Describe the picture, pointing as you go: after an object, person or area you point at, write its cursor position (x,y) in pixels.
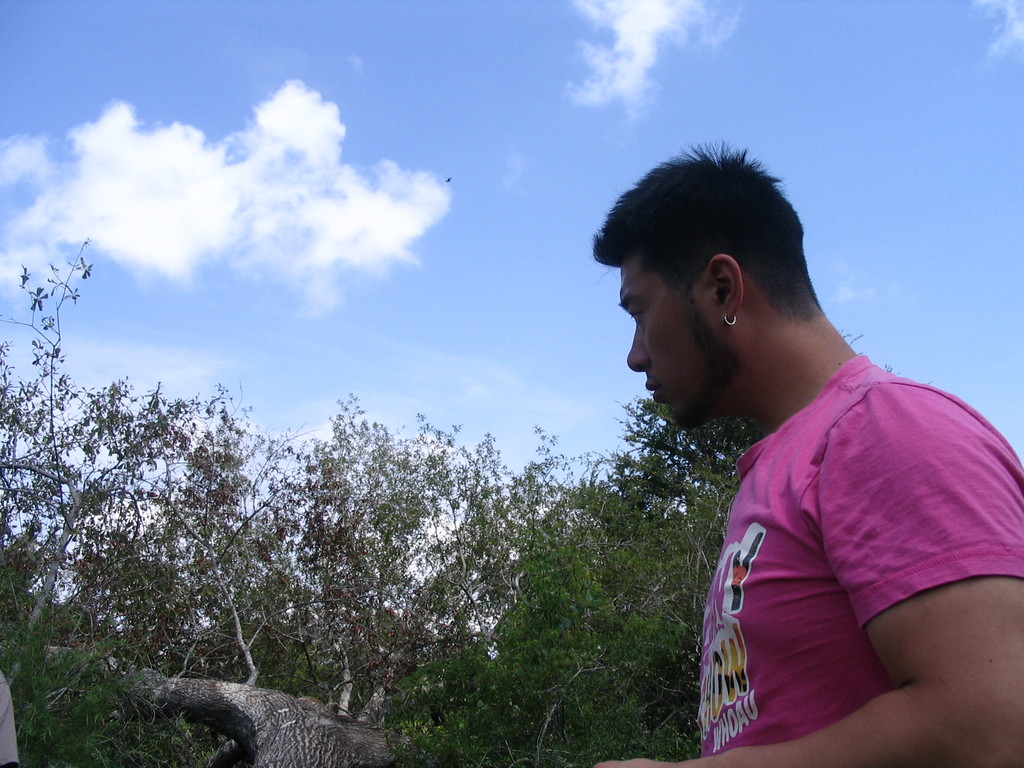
In this image I can see a person (708,667) wearing pink color shirt (790,677). Background (625,647) I can see trees (527,647) in green color and the sky (350,286) is in white and blue color.
